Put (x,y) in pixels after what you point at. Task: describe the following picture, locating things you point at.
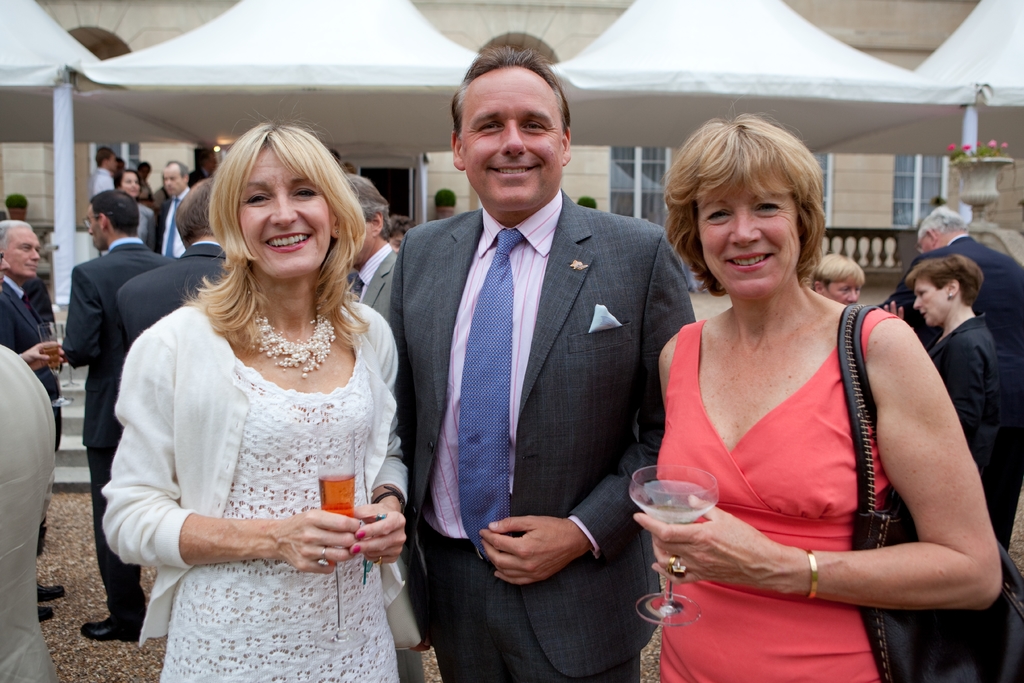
In this picture we can see some people (765,315) are standing, two women (706,454) in the front (664,455) are holding glasses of drinks (337,510), in the background (372,113) there is a tent (372,113) and a house (859,170), we can also see windows (913,174) and plants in the background (921,163).
